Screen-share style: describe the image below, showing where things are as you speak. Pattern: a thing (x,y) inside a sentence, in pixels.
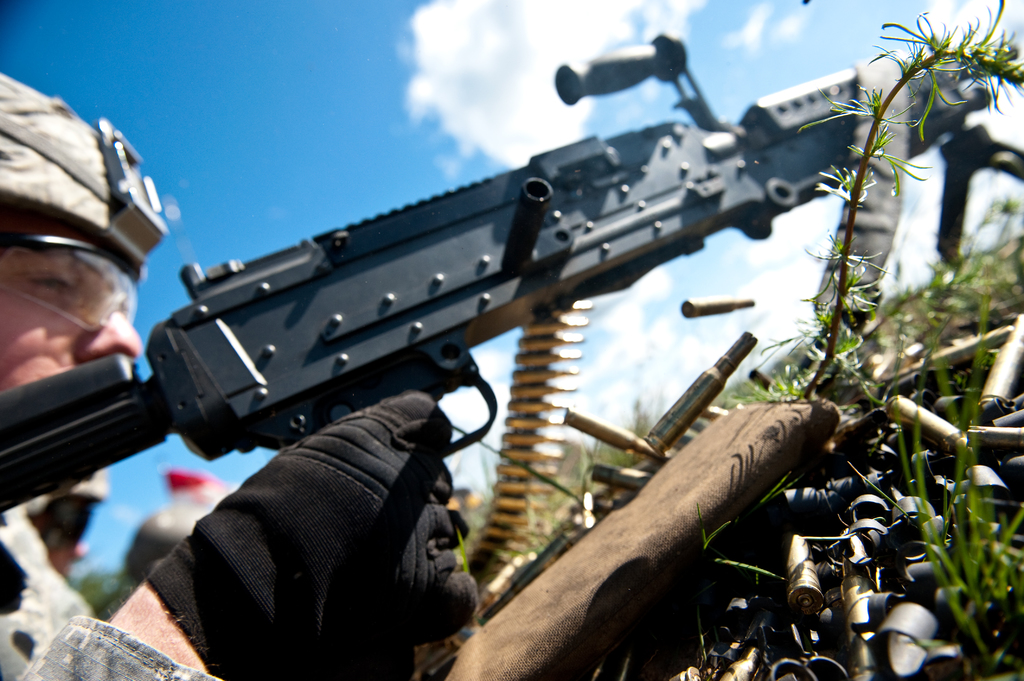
In this image I can see a person (2,251) holding gun (406,310) and wearing military dress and black color glove (348,502). I can see green grass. The sky (477,173) is in white and blue color.
